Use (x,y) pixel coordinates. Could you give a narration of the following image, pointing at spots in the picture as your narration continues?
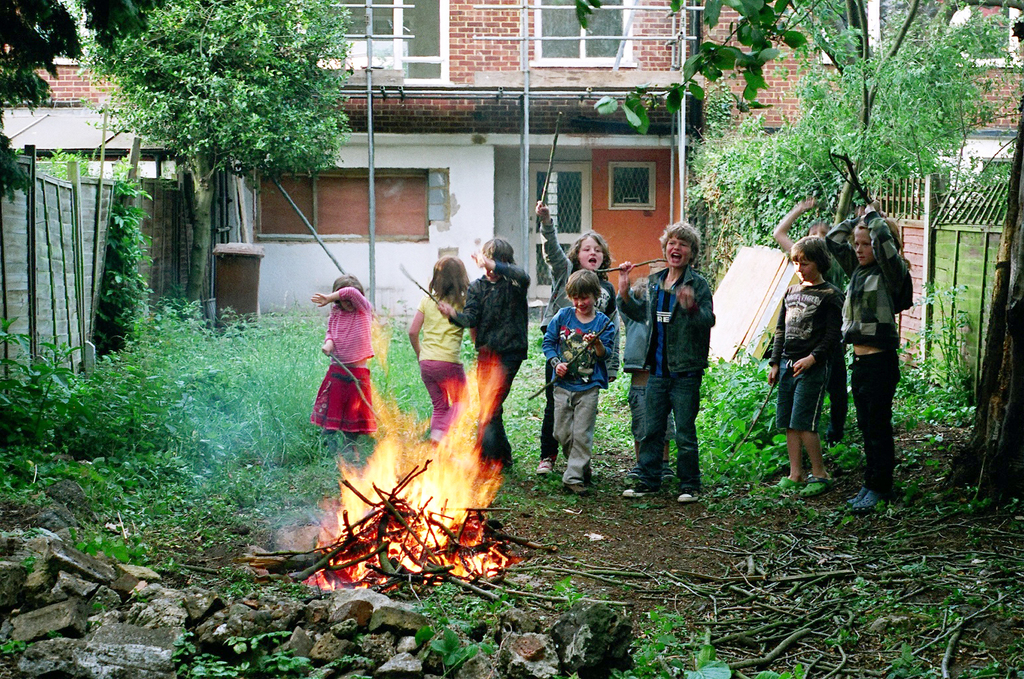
In the center of the image (472,435) there is a campfire (393,499). There are children (690,236) standing. At the bottom of the image (136,480) there is grass (214,451). There are stones (267,616). In the background of the image (380,295) there is house (279,224). There are trees (158,91).
